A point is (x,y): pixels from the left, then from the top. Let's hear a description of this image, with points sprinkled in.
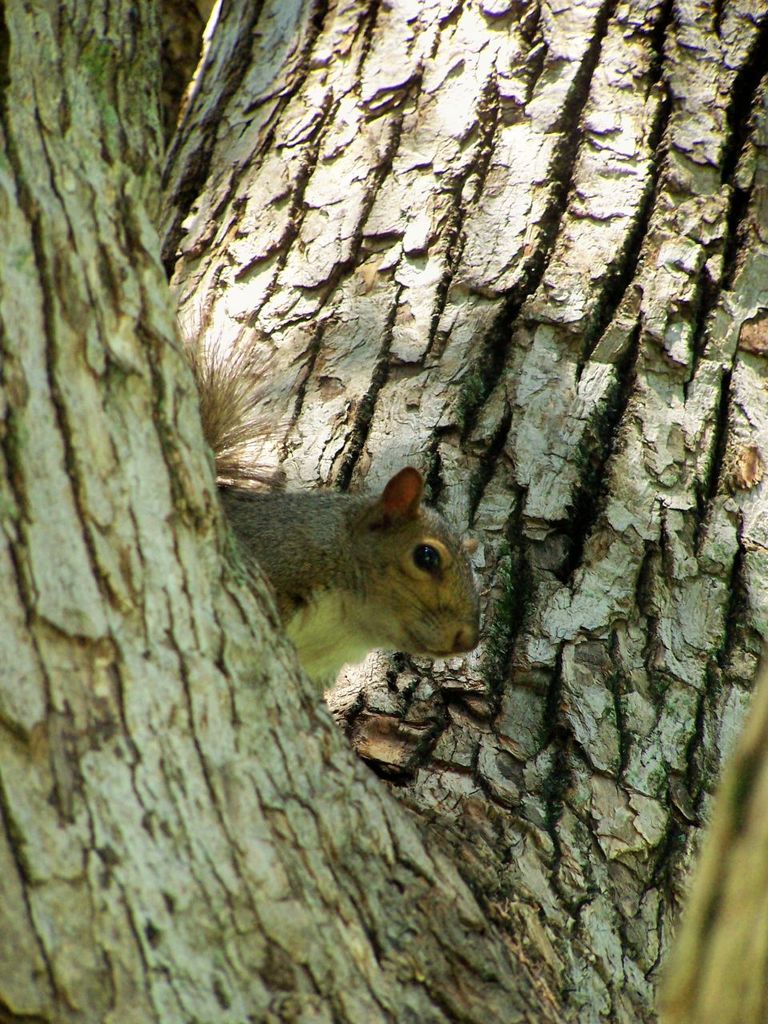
In this image, we can see a squirrel (383,561) on the tree trunk (252,246).
